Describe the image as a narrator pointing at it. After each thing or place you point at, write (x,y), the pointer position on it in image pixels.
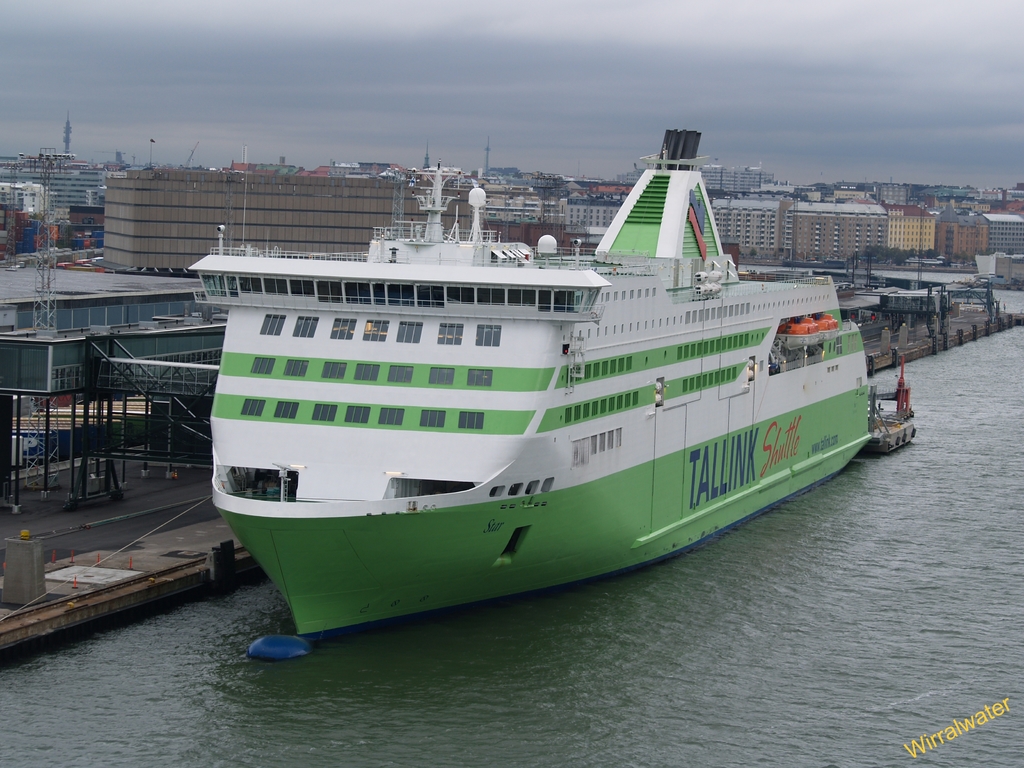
In this image, we can see a ship (708,229) and some objects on the water (822,541). There are a few buildings (945,205) and sheds (0,315). We can also see some poles (173,452) and the sky (889,78). We can see some text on the bottom right corner (910,757). We can also see the ground (72,581).
